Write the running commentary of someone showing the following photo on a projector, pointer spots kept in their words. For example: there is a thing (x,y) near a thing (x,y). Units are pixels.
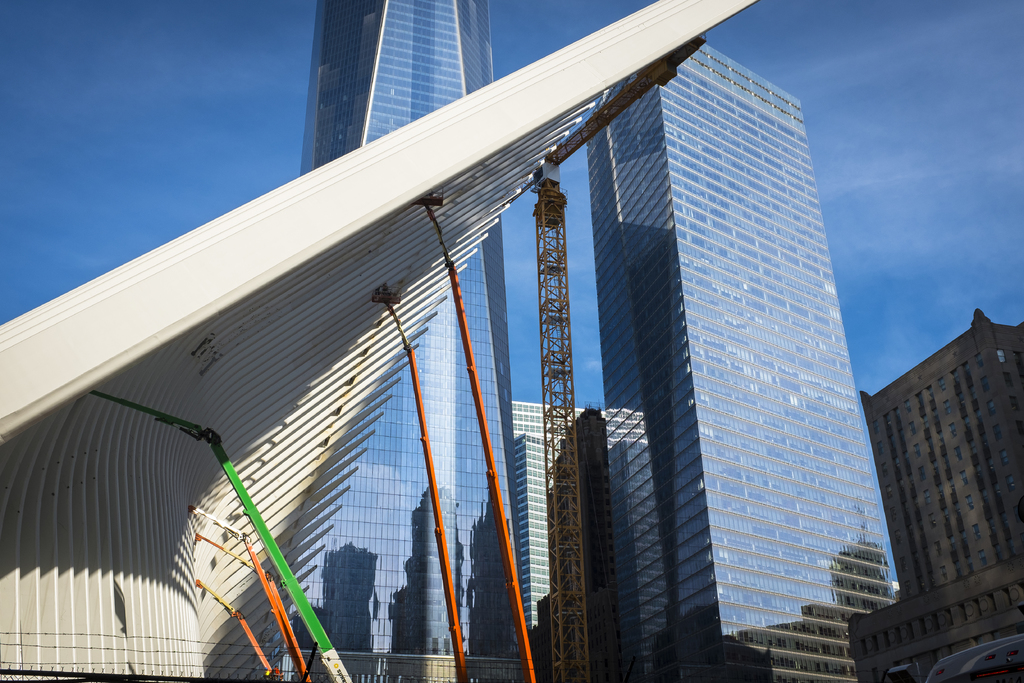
In this picture this is building (371,41). This is also building (950,626), one on the right side (865,534).
